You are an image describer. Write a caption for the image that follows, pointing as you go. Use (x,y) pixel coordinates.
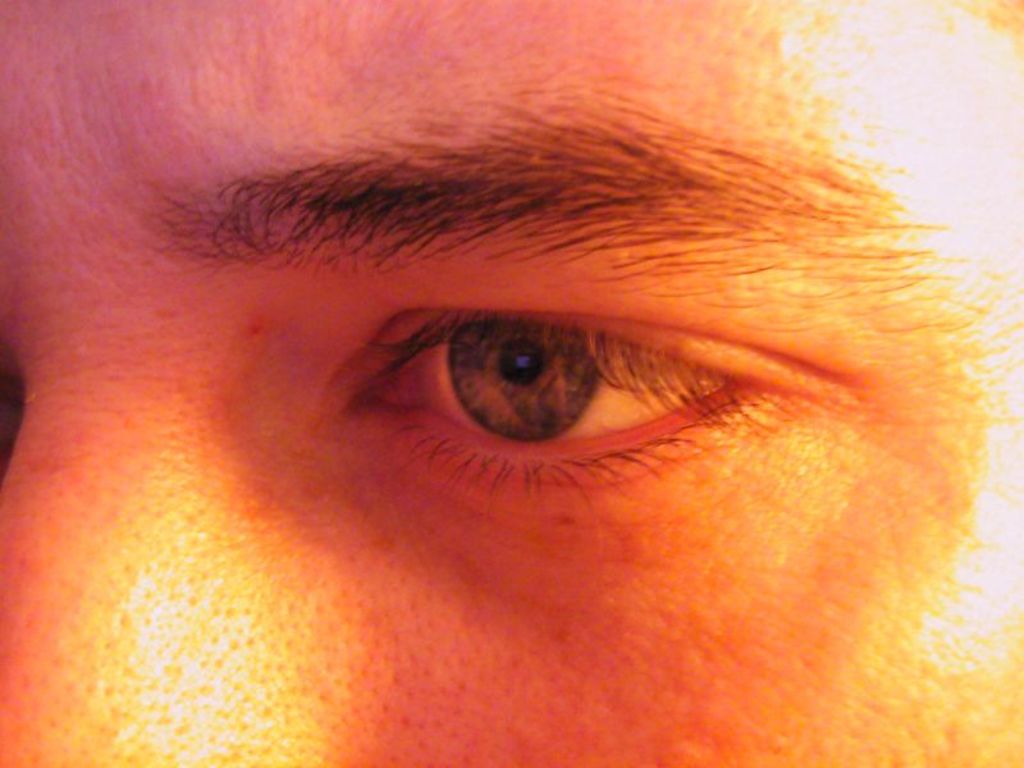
In this image we can see a person (530,455).
